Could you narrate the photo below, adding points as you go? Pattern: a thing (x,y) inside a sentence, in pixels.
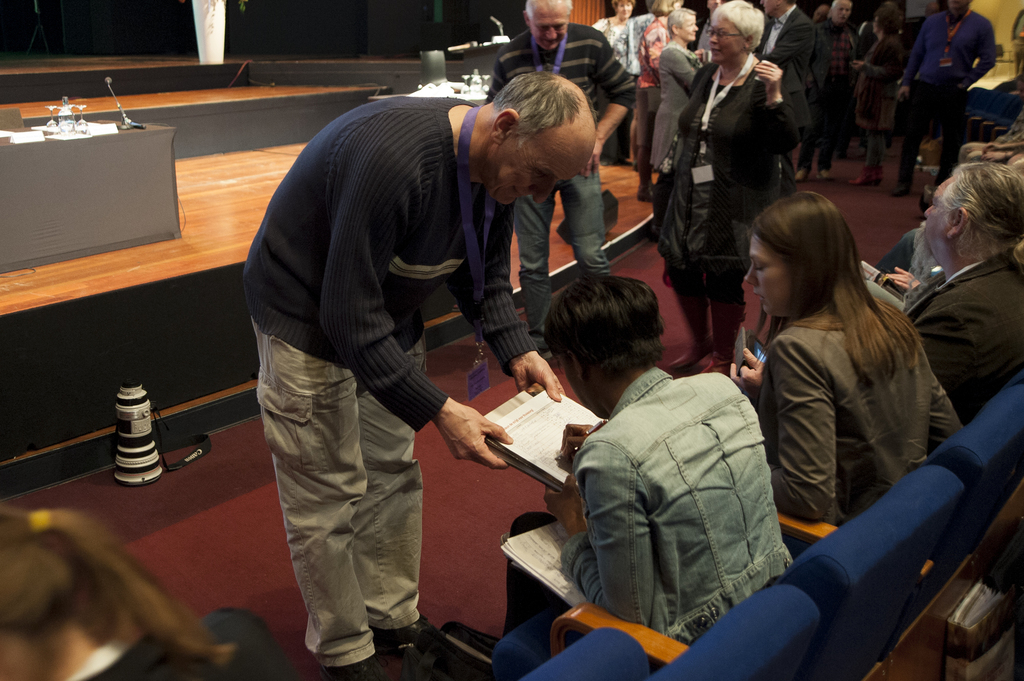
In this picture we can see some people (991,349) sitting on chairs (981,111), there are some people (757,60) standing here, this person (664,483) is writing something, in the background (90,162) there is a table (91,149), we can see a microphone (116,100) and some papers (104,126) here.
